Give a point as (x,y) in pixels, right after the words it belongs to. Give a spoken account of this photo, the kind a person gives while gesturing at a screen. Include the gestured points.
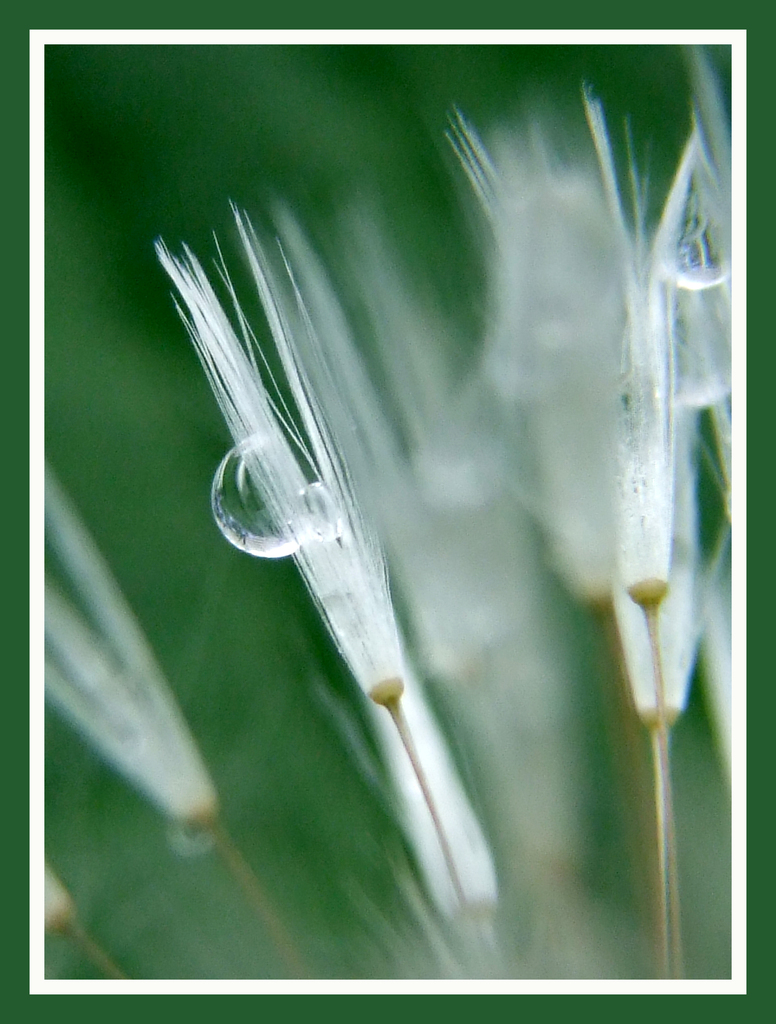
In this picture we can see a green and a white border (42,322). There are a few white flowers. We can see a water bubble (230,472) on a flower (275,490). Background (204,464) is blurry.
